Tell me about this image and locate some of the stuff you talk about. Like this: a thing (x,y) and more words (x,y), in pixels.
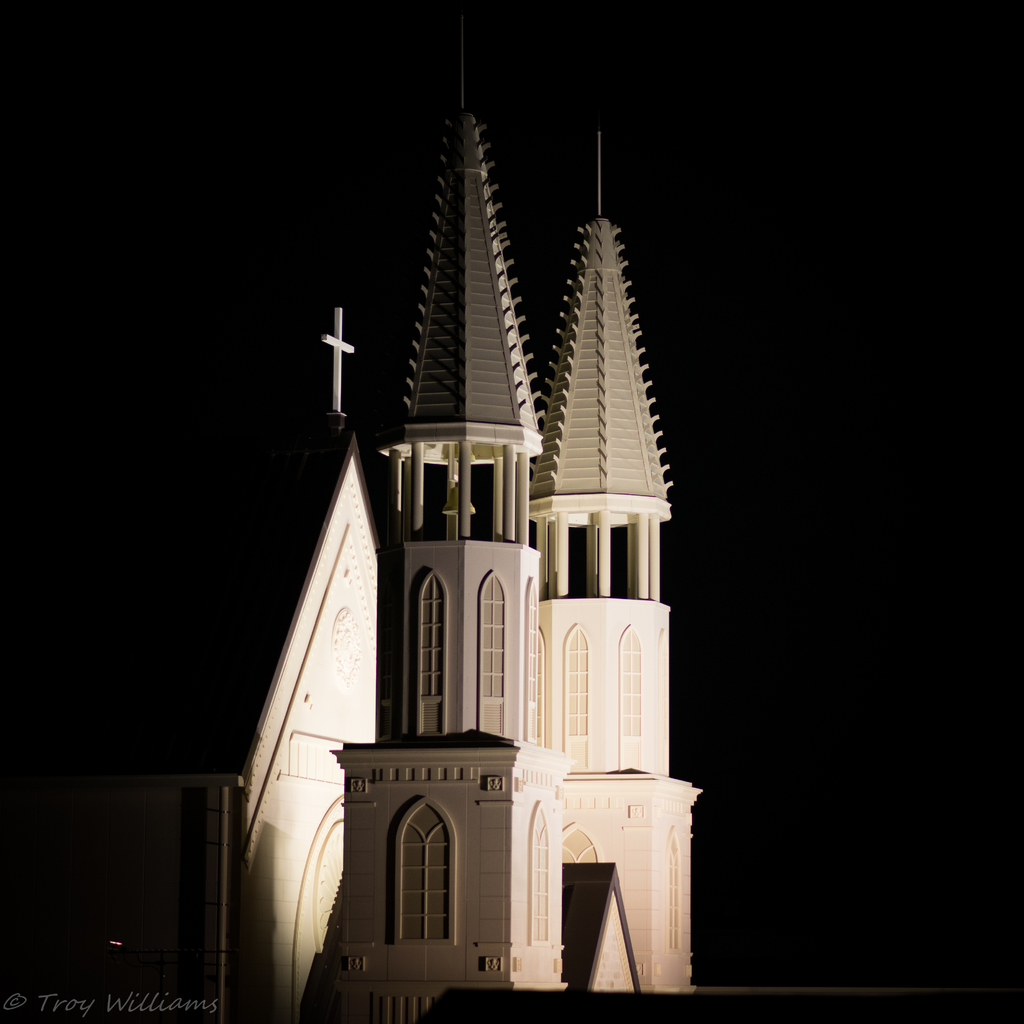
In this image I can see the building (393,784) and there are windows (440,662) to it. And I can see the black background (1014,652).
